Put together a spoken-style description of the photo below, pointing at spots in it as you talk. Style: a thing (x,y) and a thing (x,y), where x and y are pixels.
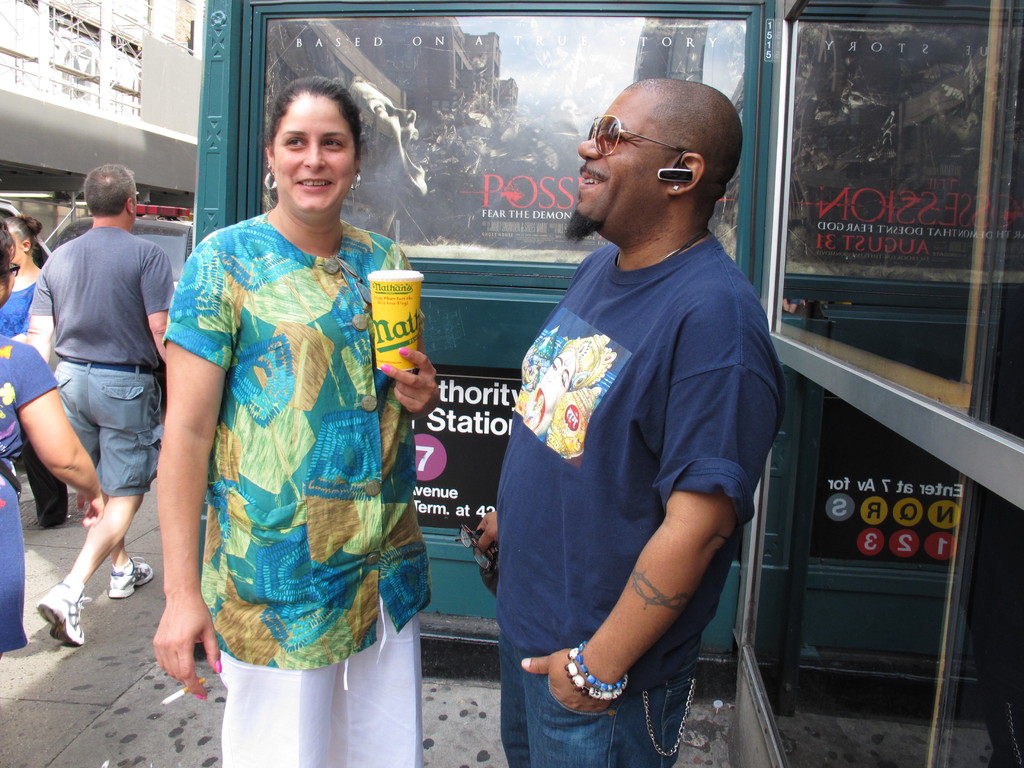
In this image, we can see two persons (349,481) wearing clothes (232,269) and standing in front of the building (811,184). The person (336,404) who is in the middle of the image (344,390) holding a cup (390,313) with her hand (422,393). There is an another person (119,366) on the left side of the image (102,365) walking on the road (89,581).
